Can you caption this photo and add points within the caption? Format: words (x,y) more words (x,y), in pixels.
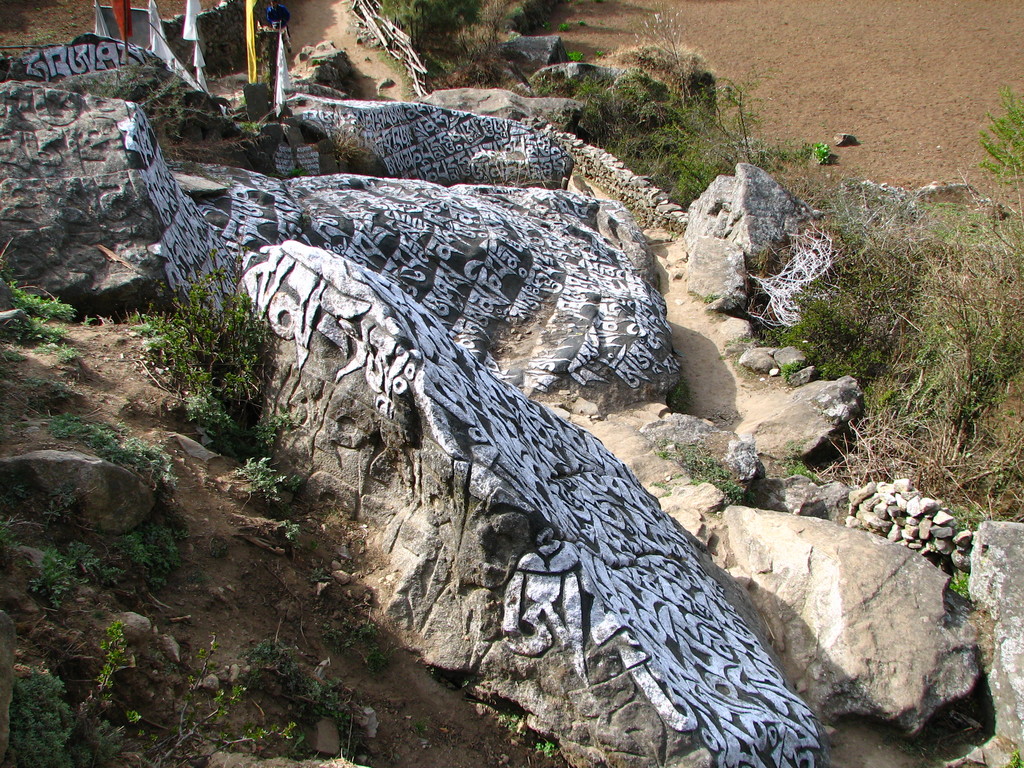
This image consists of rocks (601,504) on which there is a text (546,598). At the bottom (92,762), there are small plants (165,532) and grass (839,237) on the ground (841,94).
